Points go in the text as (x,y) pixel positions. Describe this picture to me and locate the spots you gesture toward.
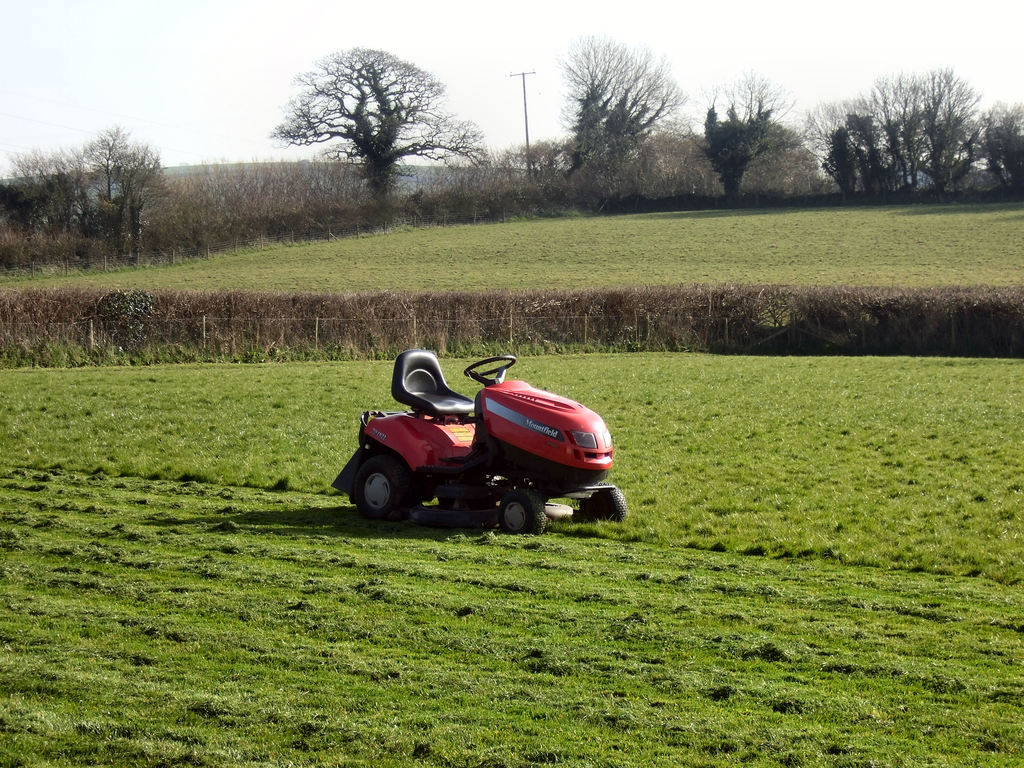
This picture is clicked outside. In the foreground (382,432) we can see a riding mower (483,429) is parked on the ground (487,540) and we can see the green grass (647,513), plants (359,218), trees (369,167) and a pole (527,124). In the background (151,90) we can see the sky (238,100).
